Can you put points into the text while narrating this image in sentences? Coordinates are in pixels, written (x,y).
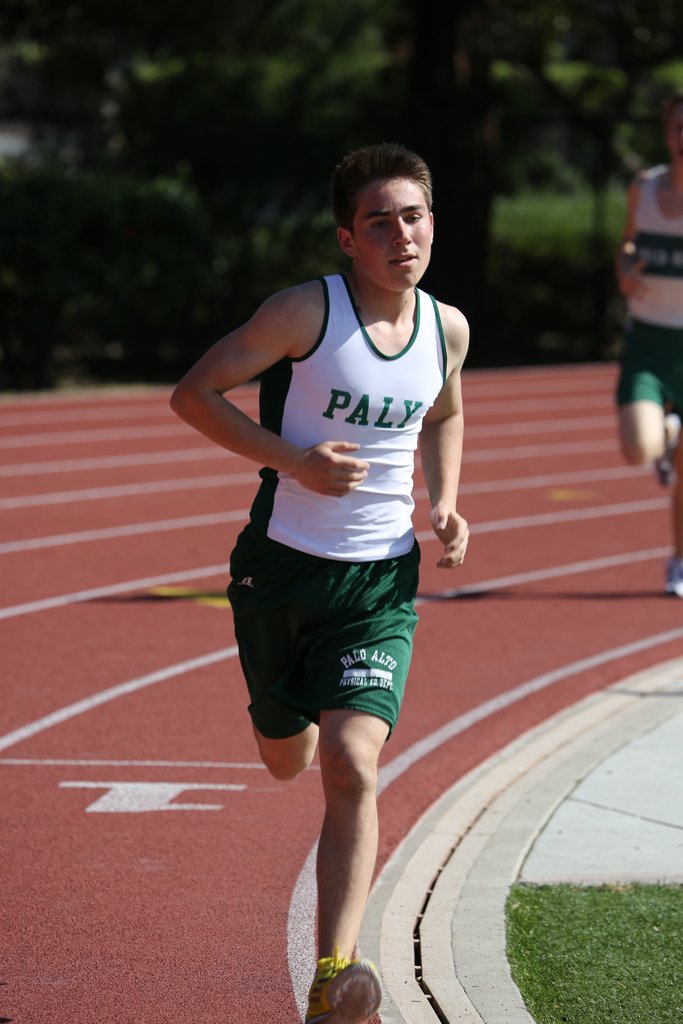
In this image I can see two persons (674,375) running. In the background (599,315) there are some trees (214,263).
